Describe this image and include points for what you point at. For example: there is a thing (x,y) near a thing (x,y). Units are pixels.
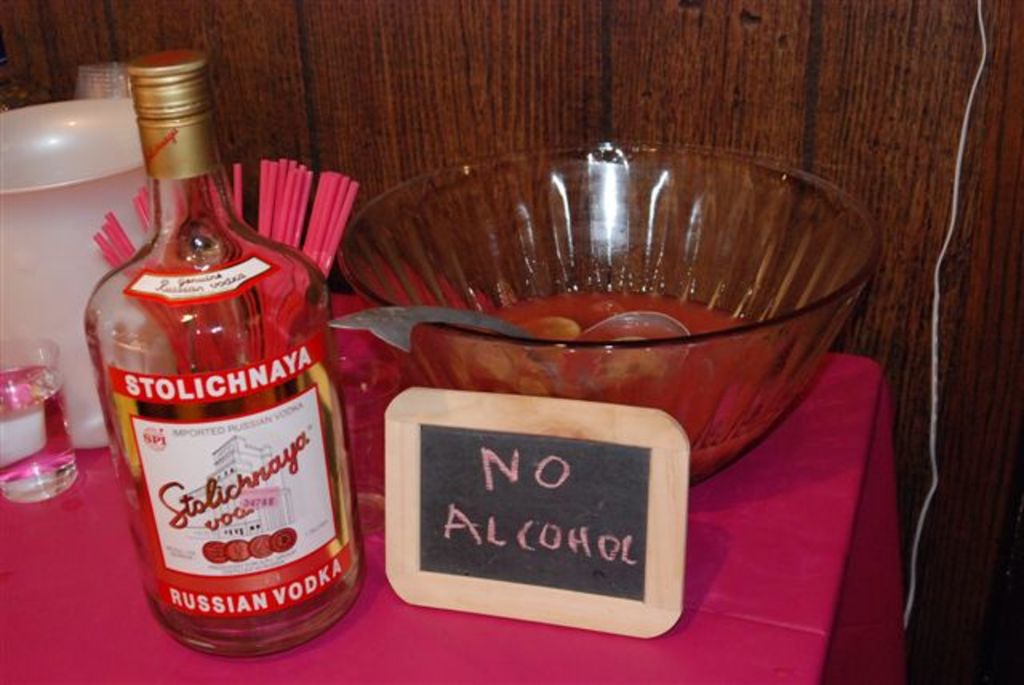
In this image we can see a bottle (145,471) with label (275,435) on it, a board (554,484), bowl (575,295) with spoon (637,317) in it, glass (44,410), jug (64,275) and straws (324,238) placed on the table (747,667). In the background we can see a wooden wall (714,66).
